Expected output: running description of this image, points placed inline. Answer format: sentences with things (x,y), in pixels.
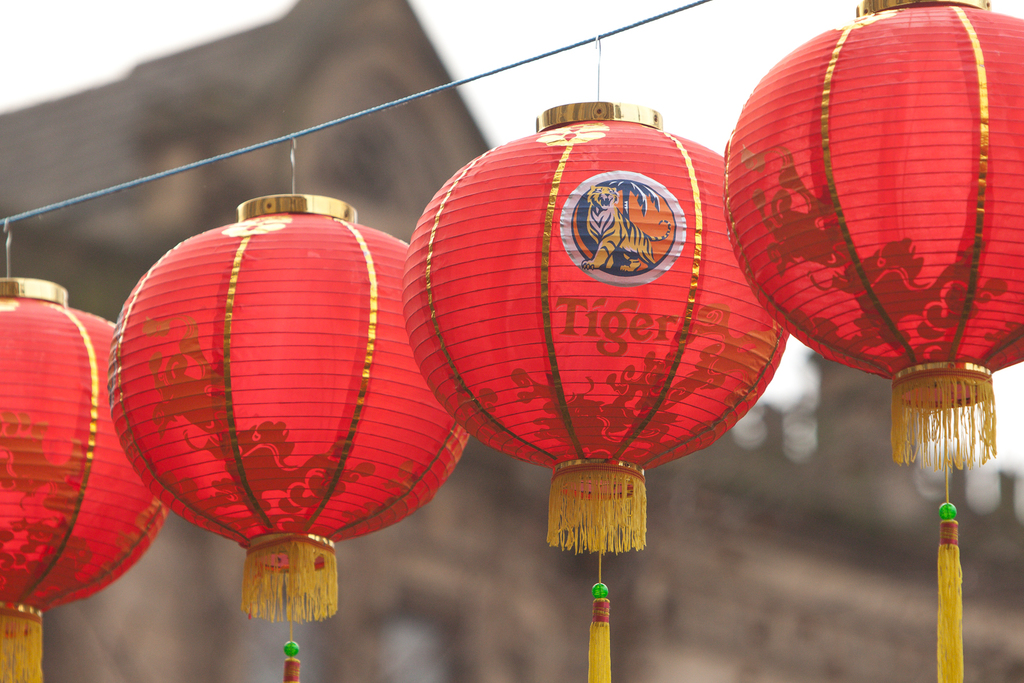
In this image I can see four red color lanterns (763,265) and yellow color thread (951,535) is attached to it. Background (640,68) is in brown and white color.
